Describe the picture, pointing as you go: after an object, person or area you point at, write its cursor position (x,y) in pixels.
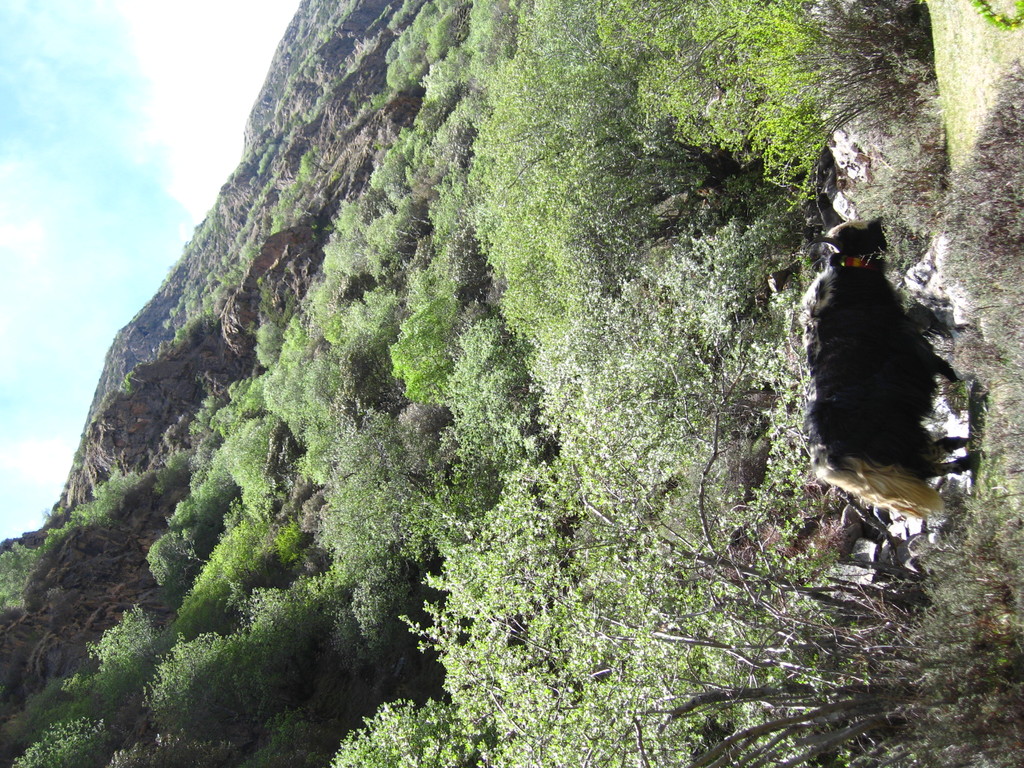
In this image there is an animal (890,393) on the grassland (962,284) having plants (937,613) and trees (744,606). Background (215,694) there is a hill (320,355) having trees (310,456). Left top there is sky (101,148).
